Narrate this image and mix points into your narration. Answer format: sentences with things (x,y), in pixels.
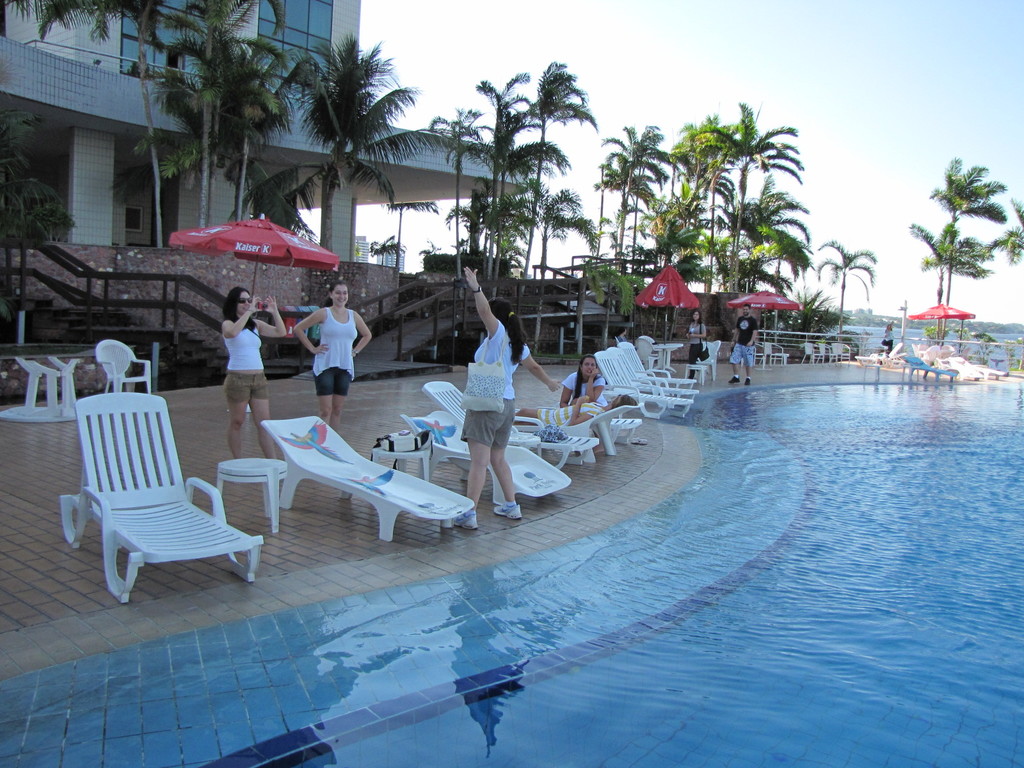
On the left side of the image (168,136) we can see a building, tent (294,258), stairs (383,323), trees (684,190), chairs (639,350) are present. In the middle of the image (522,354) some persons (347,380) are there. On the right side of the image (843,552) pool (843,552) is there. At the top of the image (895,119) sky (848,152) is there.
